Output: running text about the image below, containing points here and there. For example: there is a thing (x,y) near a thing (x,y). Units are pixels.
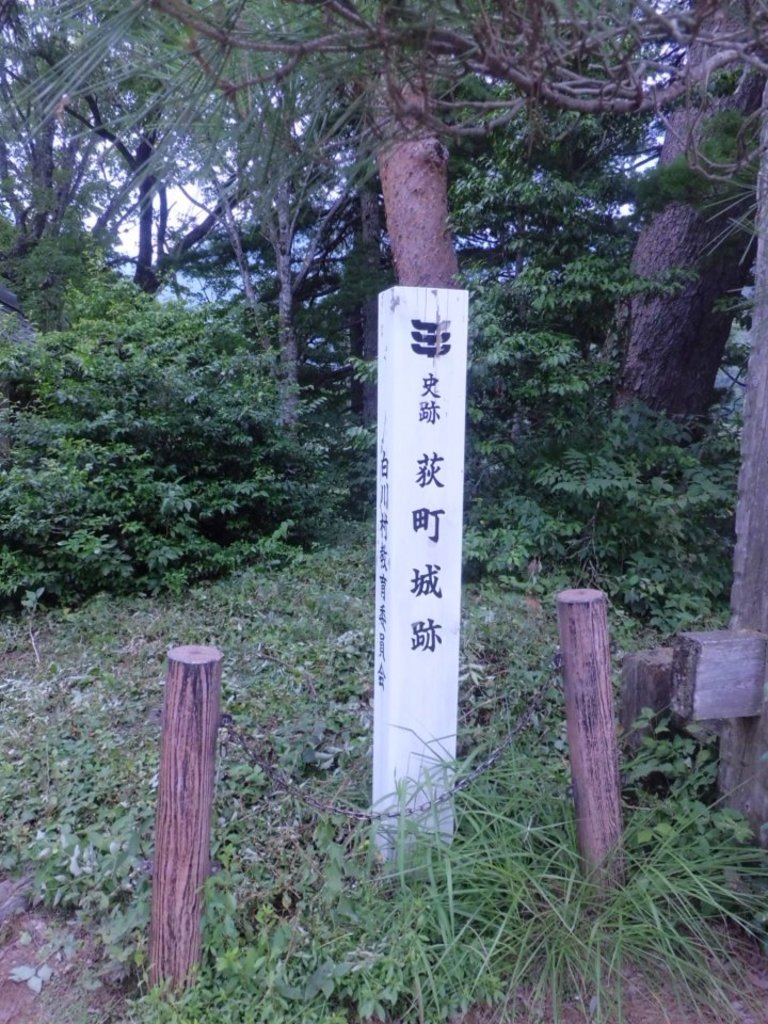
In this image in the center (436,605) there is a wooden log (419,602) with some signs (433,630) on it and in the background (230,388) there are trees (47,375). In the front (172,773) there are wooden logs (162,781) and there's grass (448,876) on the ground (448,876).
